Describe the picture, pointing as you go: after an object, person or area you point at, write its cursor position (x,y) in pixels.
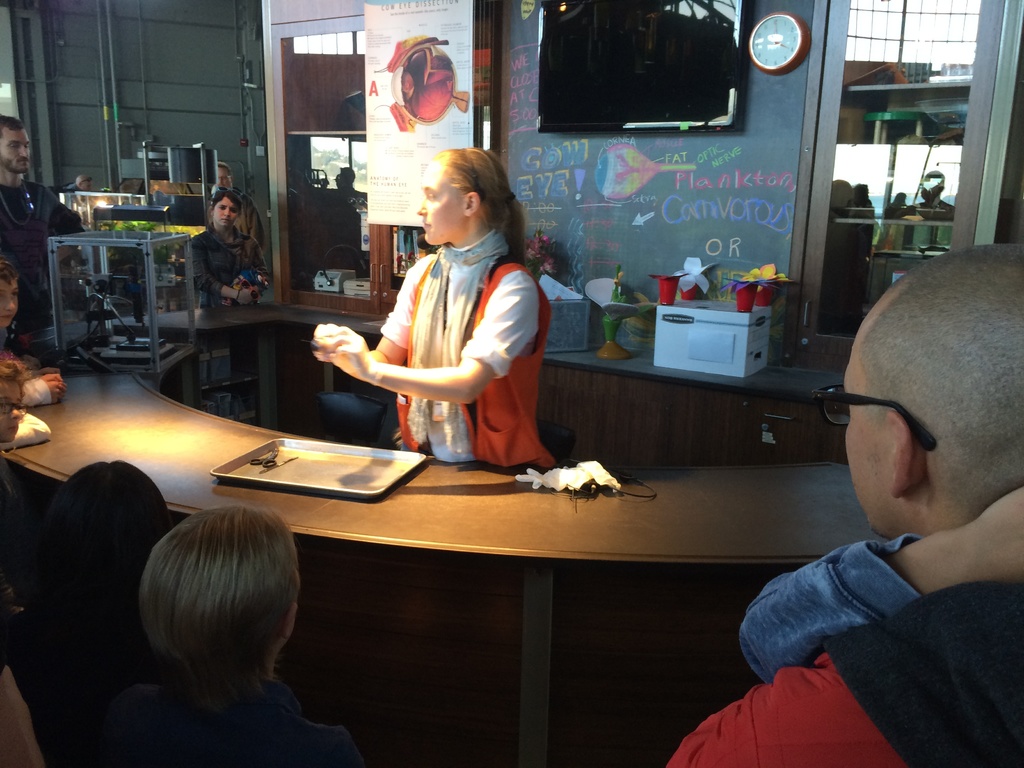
In this image, There is a table (468,489) which is in brown color, There is a plate (304,455) on the table (430,511), In the middle (437,450) there is a girl (451,443) she is standing and she is speaking something, There are some people (125,725) standing in front of the table (600,692), In the background (615,236) there is a black color wall (623,208) on that there is a television (685,67) which is in black color, There is a clock (796,57) which is in white color.
